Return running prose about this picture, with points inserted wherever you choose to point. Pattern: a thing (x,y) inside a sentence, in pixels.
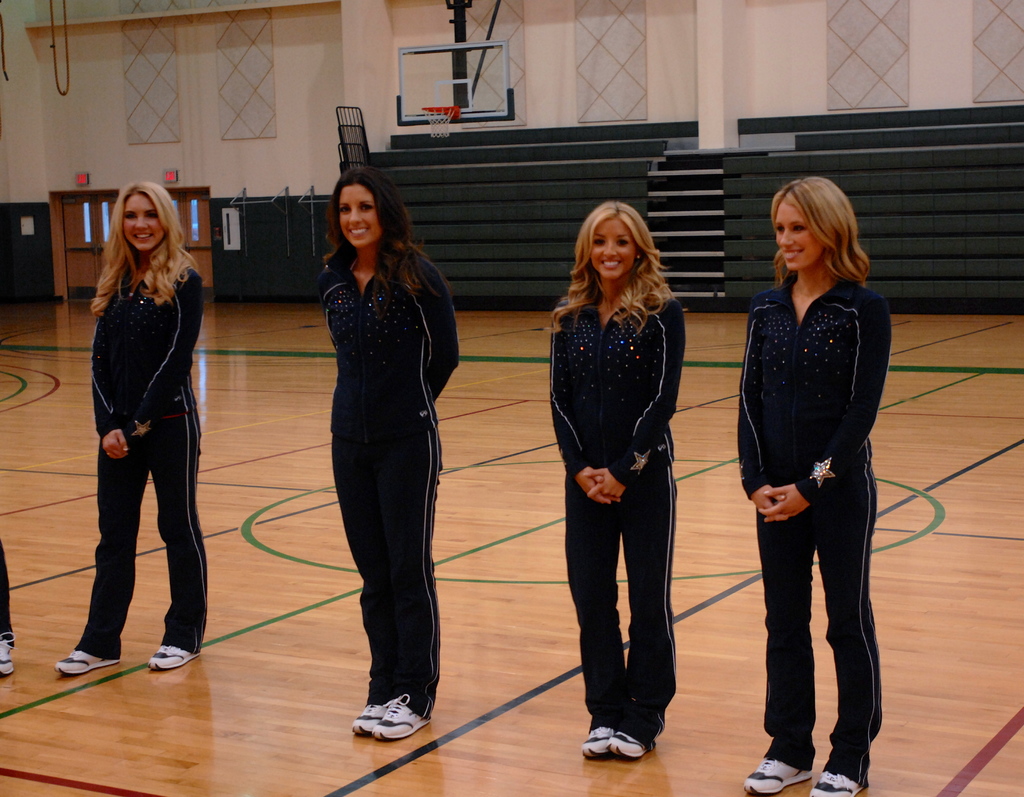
In this image I can see four women (388,486) wearing black colored dresses (348,504) are standing on the ground (466,718) and smiling. In the background (540,218) I can see few stairs (534,192), the basketball goal post (464,81), the cream colored wall (348,102) and the door (86,231).
